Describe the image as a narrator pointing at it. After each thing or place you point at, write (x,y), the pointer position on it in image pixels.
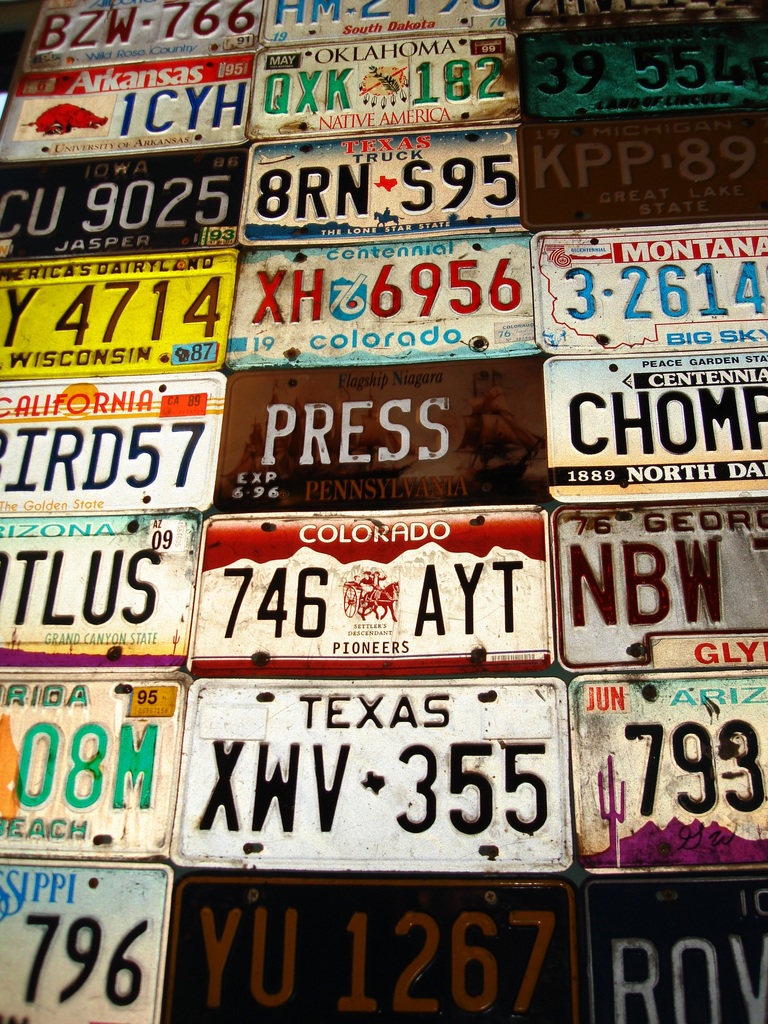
In this image there are some name plates (339,134), on the plates (274,795) there is text (584,183) and some numbers (584,523).
